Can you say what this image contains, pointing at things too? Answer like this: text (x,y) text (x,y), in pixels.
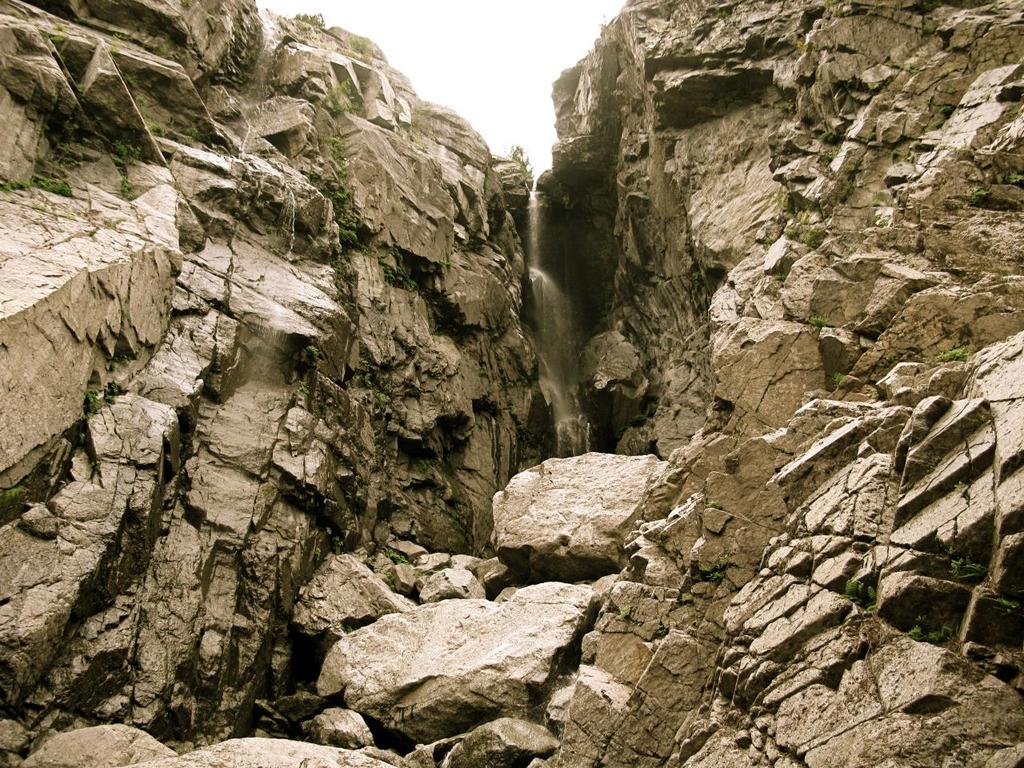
In the image there is a waterfall (567,397) in the middle of two mountains (591,373) and above its sky (528,65).
